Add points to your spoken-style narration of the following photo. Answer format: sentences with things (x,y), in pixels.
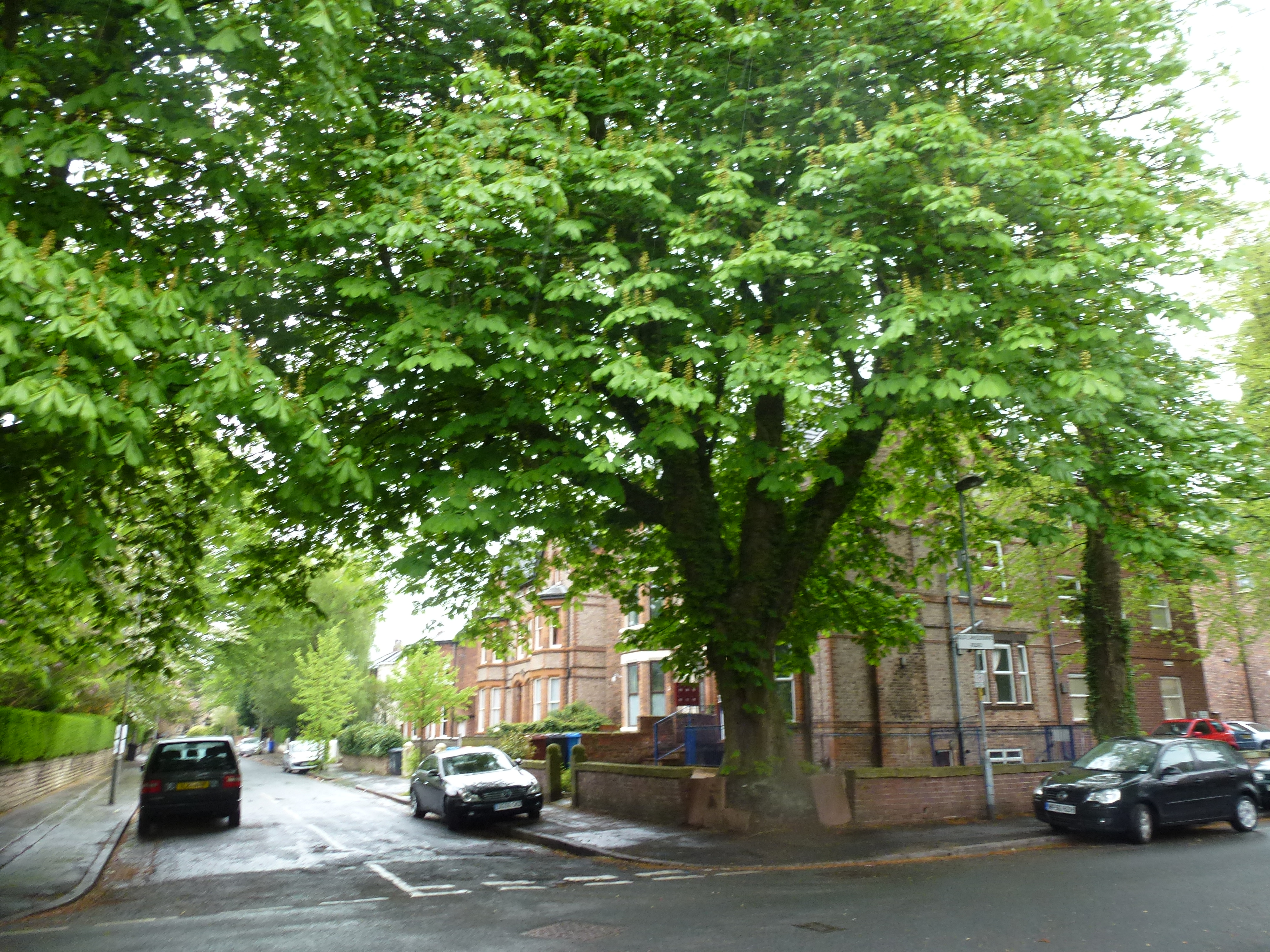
In this image we can see buildings (606,683), bushes (399,746), trees (359,718), motor vehicles (525,771) on the road (439,849), sign boards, street pole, street light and sky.
